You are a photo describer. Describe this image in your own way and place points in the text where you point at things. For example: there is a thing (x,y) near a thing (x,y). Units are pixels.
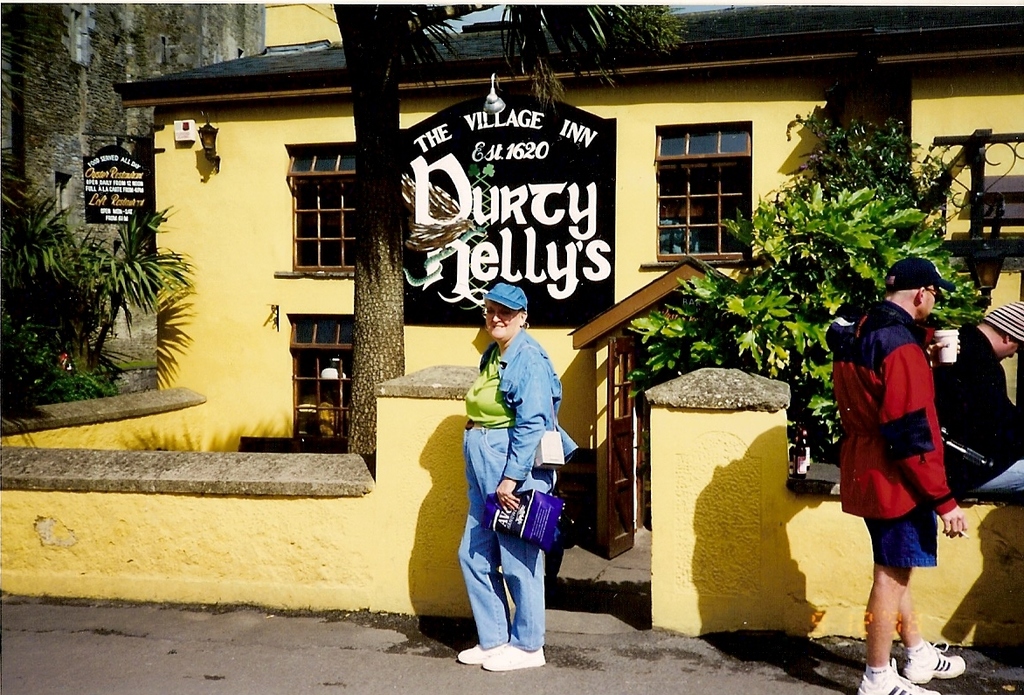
In the middle of the image (513,343) few people (501,348) are standing and holding some cups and bags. Behind them there is wall (58,453). Behind the wall (407,411) there are some trees (377,277) and plants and buildings (37,8).
